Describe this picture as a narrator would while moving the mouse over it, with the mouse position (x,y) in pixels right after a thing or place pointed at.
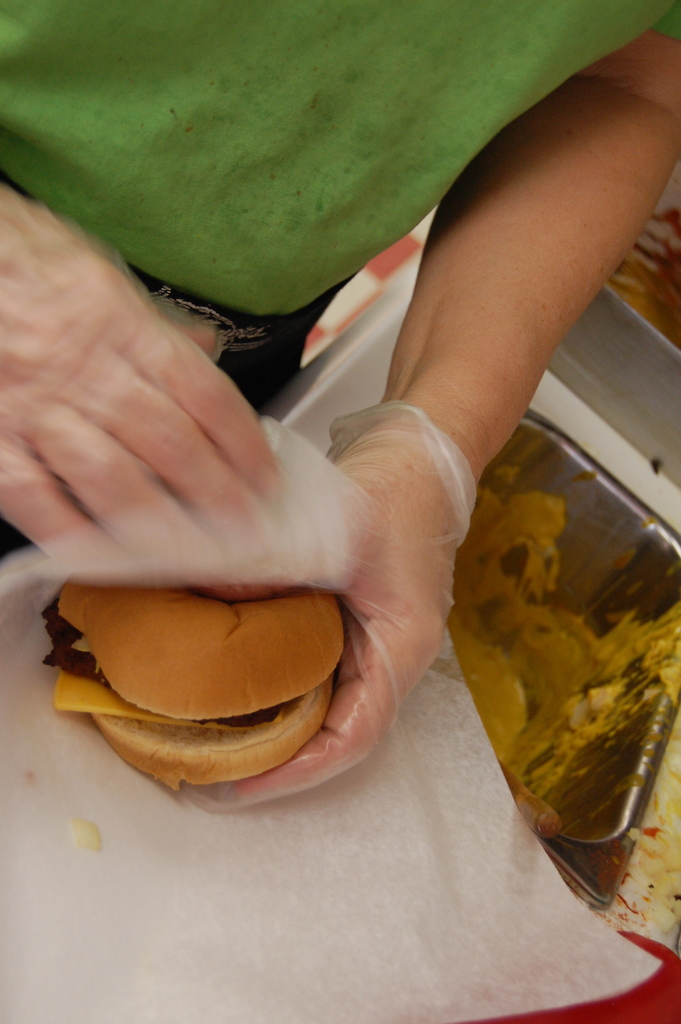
As we can see in the image there is a person (234,292) wearing green color dress (234,292) and holding burger (240,720). On the right side (586,515) there is box (591,571).
